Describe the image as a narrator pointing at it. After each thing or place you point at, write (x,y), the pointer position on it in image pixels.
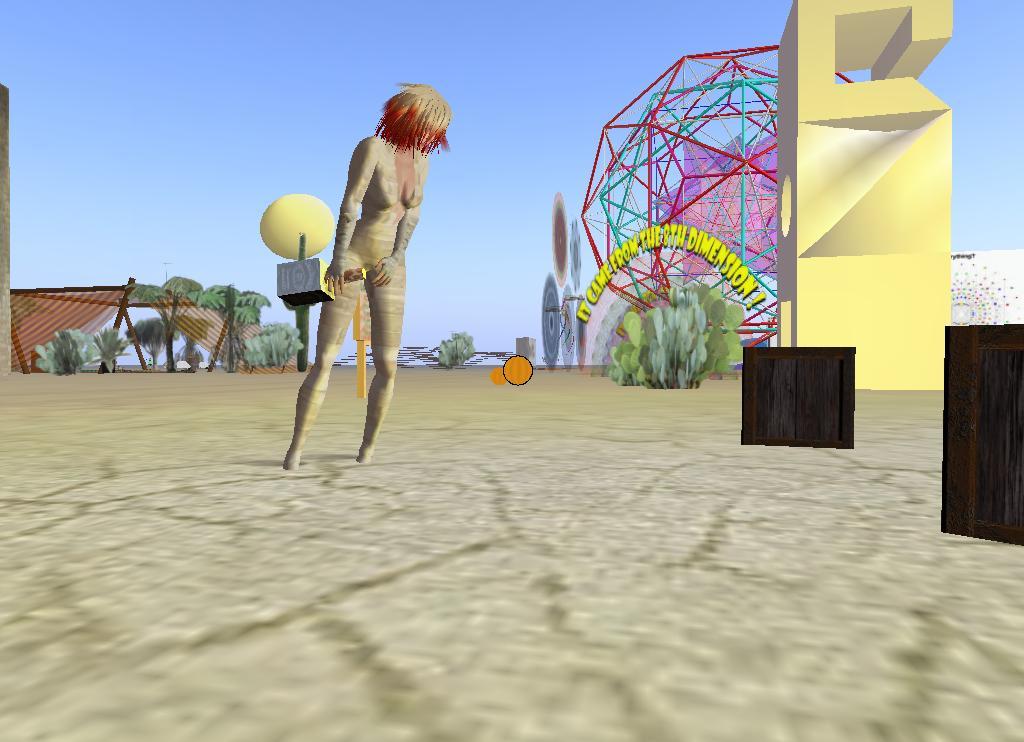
This is an animated image, in this image there is the sky (508,75), there are trees (242,312), there is a person (408,129) standing on the ground (323,456), there is a person (393,299) holding an object (287,284), there are objects (981,332) truncated towards the right of the image (982,361), there are objects (59,320) truncated towards the left of the image (52,306), there are objects (547,345) on the ground (658,441).
